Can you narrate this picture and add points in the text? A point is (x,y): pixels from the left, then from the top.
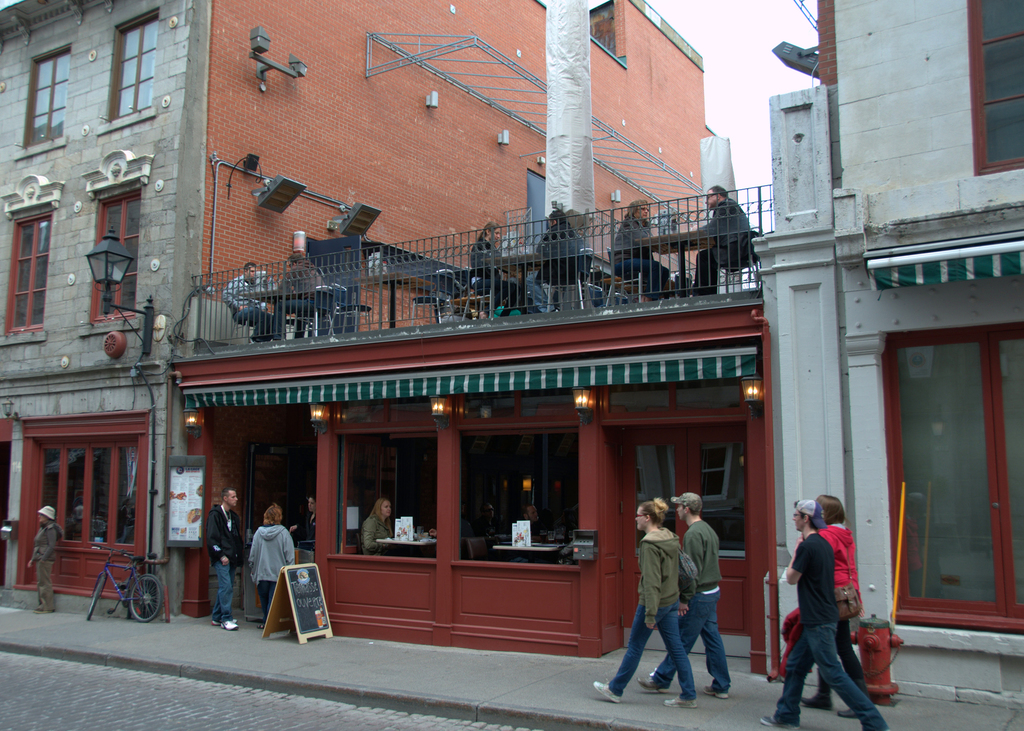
In the foreground of this image (333,716), there is a road (141,695) and few people (648,601) standing and walking on the side path (468,670) and we can also see a board (310,601) and a cycle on it. Behind it, there are buildings (807,385), railing (481,290), few lights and lamps (108,311) and few people (633,253) sitting on the chairs (574,267) behind the railing (494,283). At the top (744,109), there is the sky (748,42).
